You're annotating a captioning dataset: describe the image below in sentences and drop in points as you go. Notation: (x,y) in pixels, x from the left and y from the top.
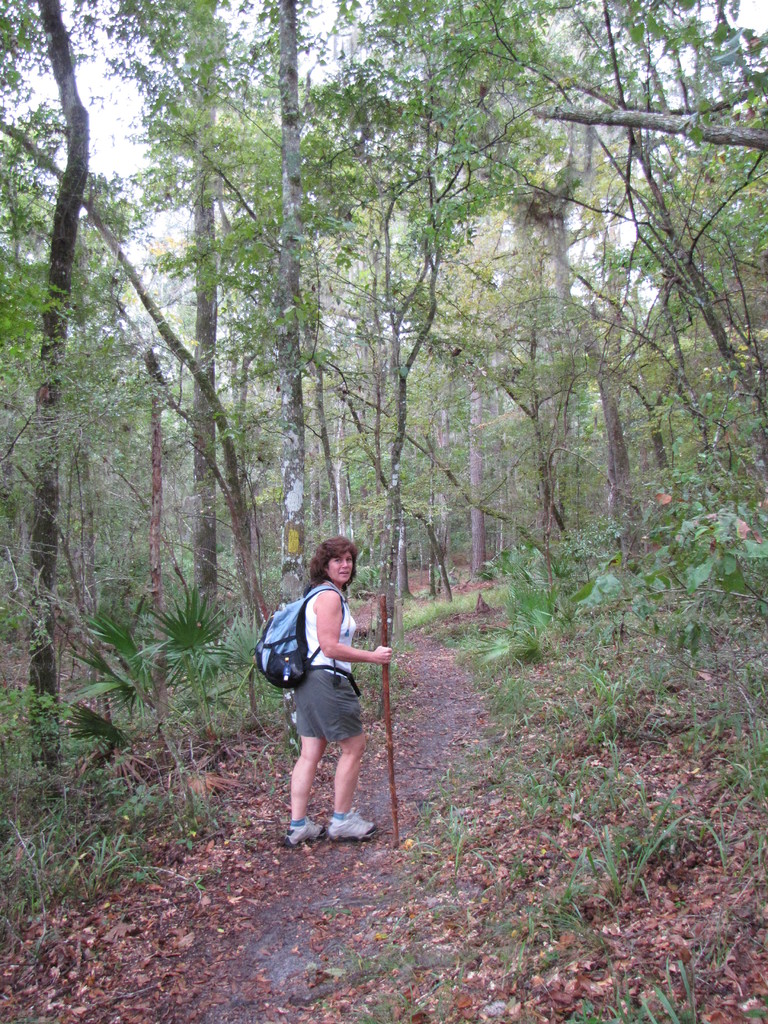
In the image we can see a woman (378,653) standing, wearing clothes (329,714), shoes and holding a stick (383,685) in hand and the woman (345,670) is carrying a bag (304,643) on her back (315,631). Here we can see grass (516,712), trees (508,414) and the path (423,756) in between. We can even see a white sky (112,132).
